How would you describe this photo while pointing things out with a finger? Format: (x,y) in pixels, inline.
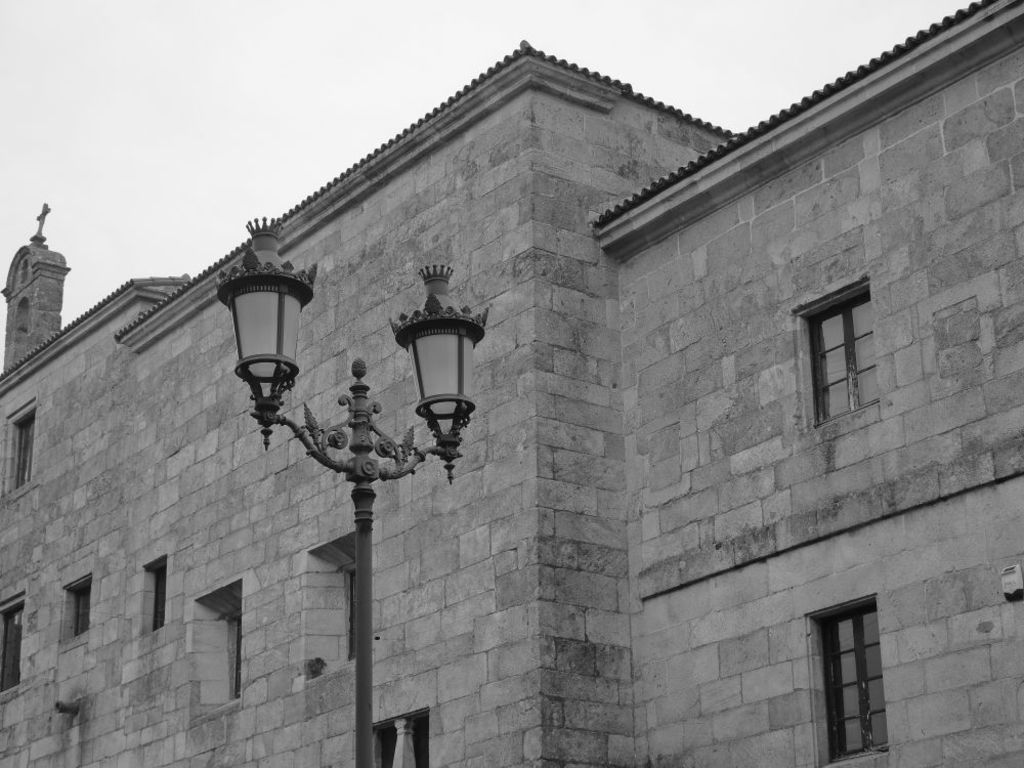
It looks like a black and white picture. We can see a pole (350,446) with lights (286,373) and behind the pole (356,549) there is a building (707,352) and the sky (319,78).
